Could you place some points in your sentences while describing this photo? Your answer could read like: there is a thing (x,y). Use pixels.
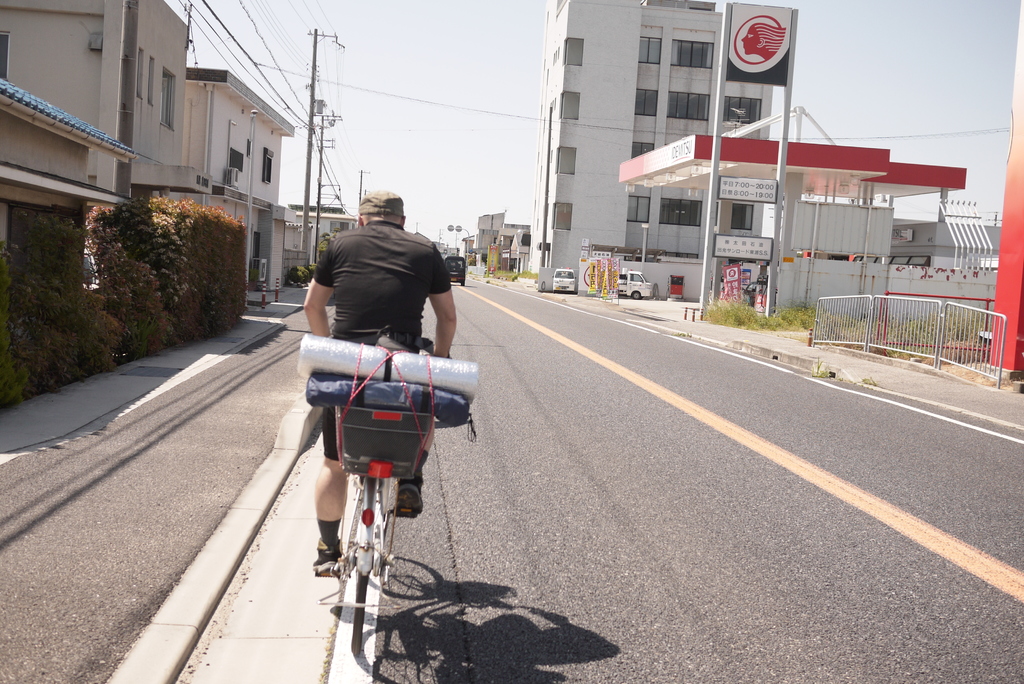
In this image I can see a man (375,307) is sitting on a bicycle (367,498). On the bicycle (375,534) I can see some objects (424,412). In the background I can see vehicles (620,283), buildings (510,257), poles (310,118) which has wires (207,12). Here I can see a petrol pump (760,304), the grass (801,307), plants (779,316) and other objects (843,337) on the ground (260,291). In the background (438,132) I can see the sky (438,132).
